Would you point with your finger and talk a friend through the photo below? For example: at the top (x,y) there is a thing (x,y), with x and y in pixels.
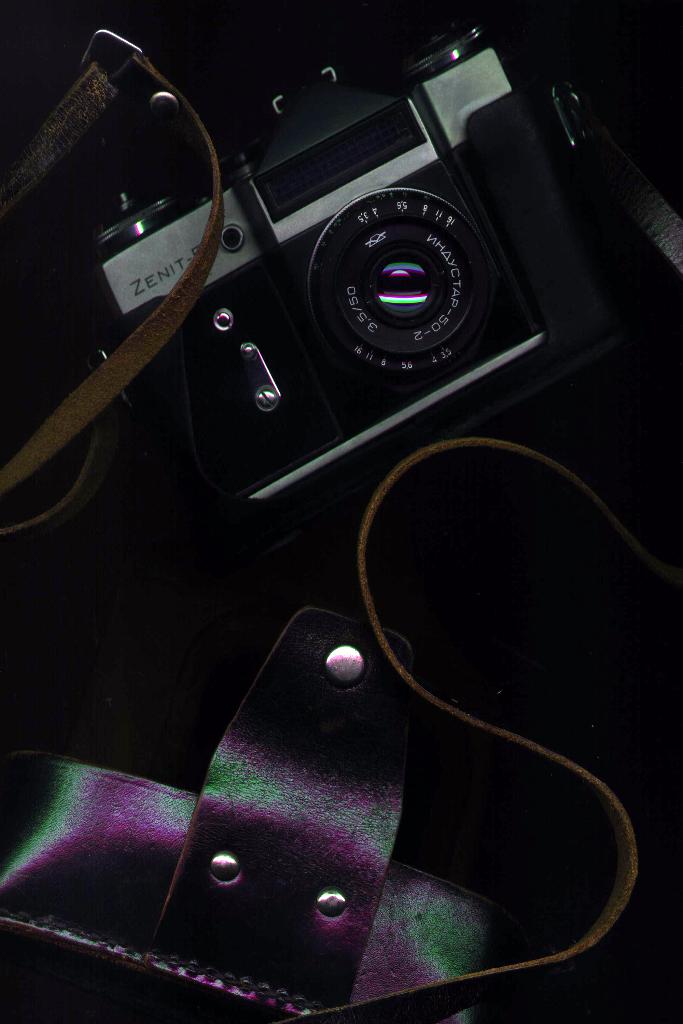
In this image we can see a camera (463,290). There are few objects (266,863) in the image.
